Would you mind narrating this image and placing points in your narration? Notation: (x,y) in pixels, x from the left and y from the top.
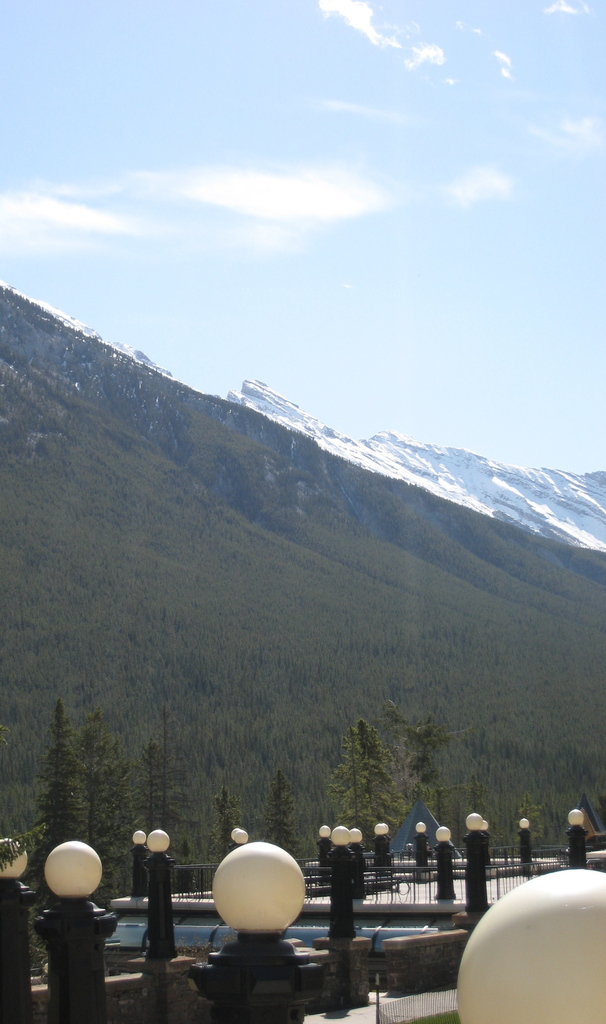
In this image I can see number of poles (26,1012) and number of lights (270,931) in the front (468,829). In the background (49,834) I can see number of trees (320,565), mountains (386,557), clouds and the sky (376,352).
